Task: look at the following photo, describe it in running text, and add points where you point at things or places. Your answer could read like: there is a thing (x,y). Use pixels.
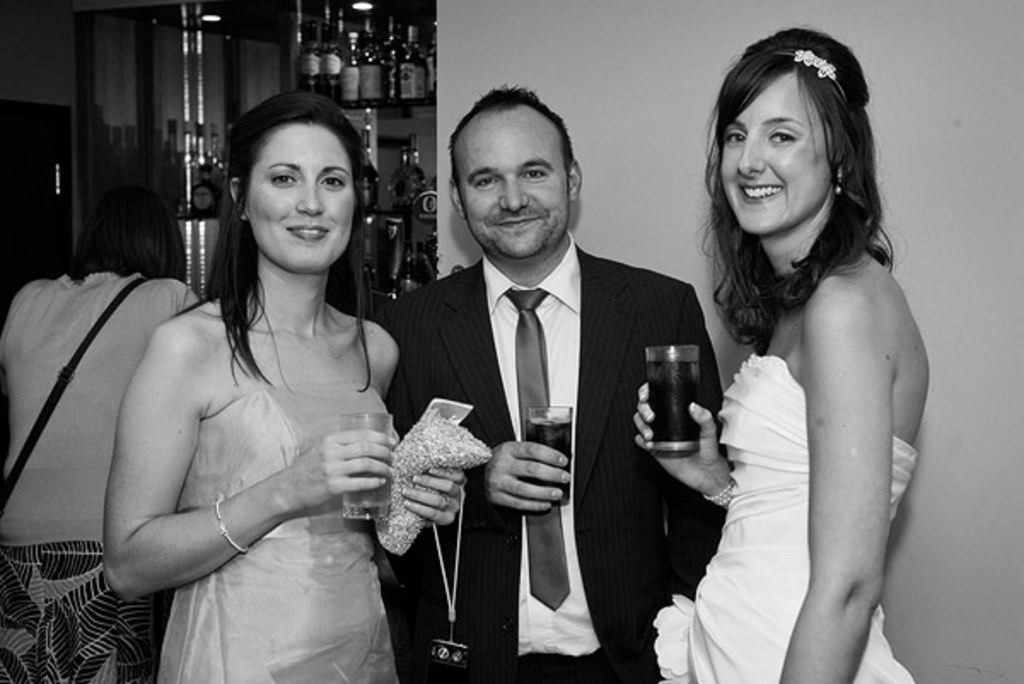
This is a black and white pic. We can see few persons (521,407) are standing and holding glasses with liquid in their hands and a woman (202,550) on the left side (292,318) is also holding a bag (383,525) in her another hand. In the background (923,167) we can see a person (93,429) is carrying bag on her shoulder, wine bottles (333,35) on the racks (185,80), wall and door (68,188).
